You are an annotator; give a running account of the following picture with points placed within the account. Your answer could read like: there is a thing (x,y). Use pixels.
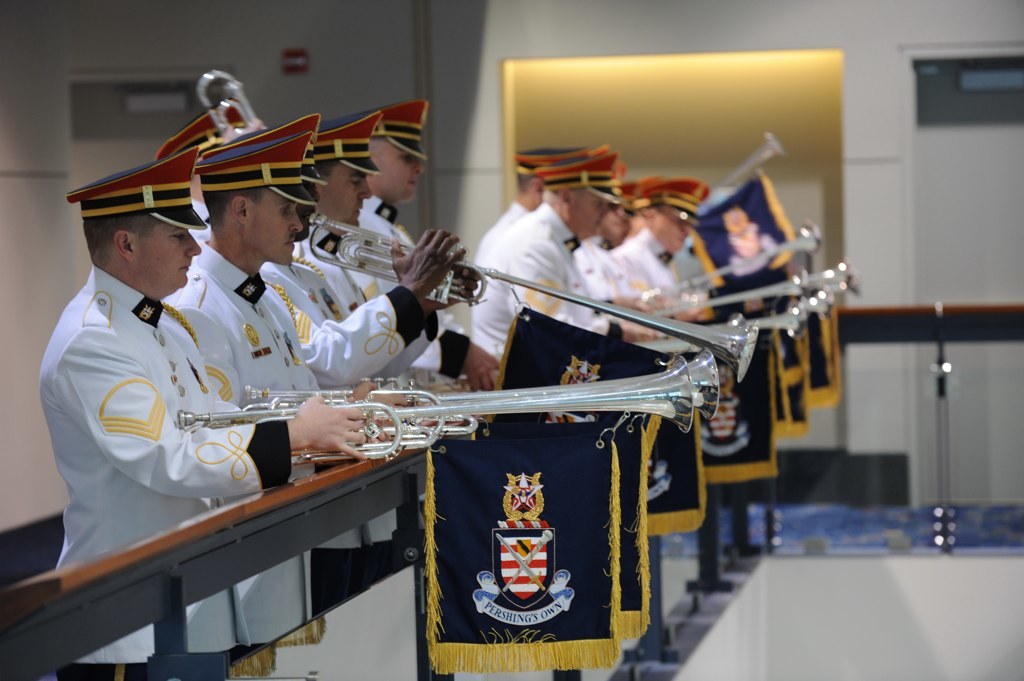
In this image there are people (432,350) wearing costumes (131,474) and holding trumpets (730,329) in which one of them is playing a trumpet (482,301). There are flags (604,449). In the background (899,96) there is a wall (509,84) and a door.
